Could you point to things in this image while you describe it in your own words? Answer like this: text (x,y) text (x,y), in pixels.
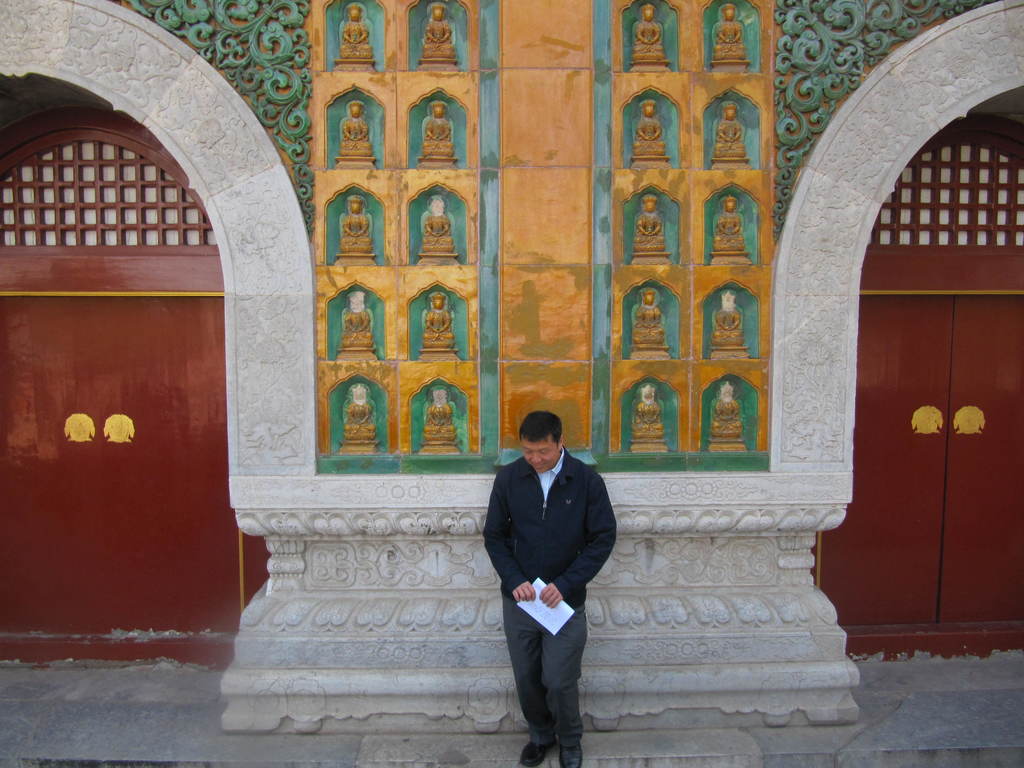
In the image we can see there is a person (583,610) standing and he is holding paper (539,622) in his hand (513,594). Behind there is a building (534,169) and there are statues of people (435,391) sitting. There are doors (179,429) at the back (65,465).
